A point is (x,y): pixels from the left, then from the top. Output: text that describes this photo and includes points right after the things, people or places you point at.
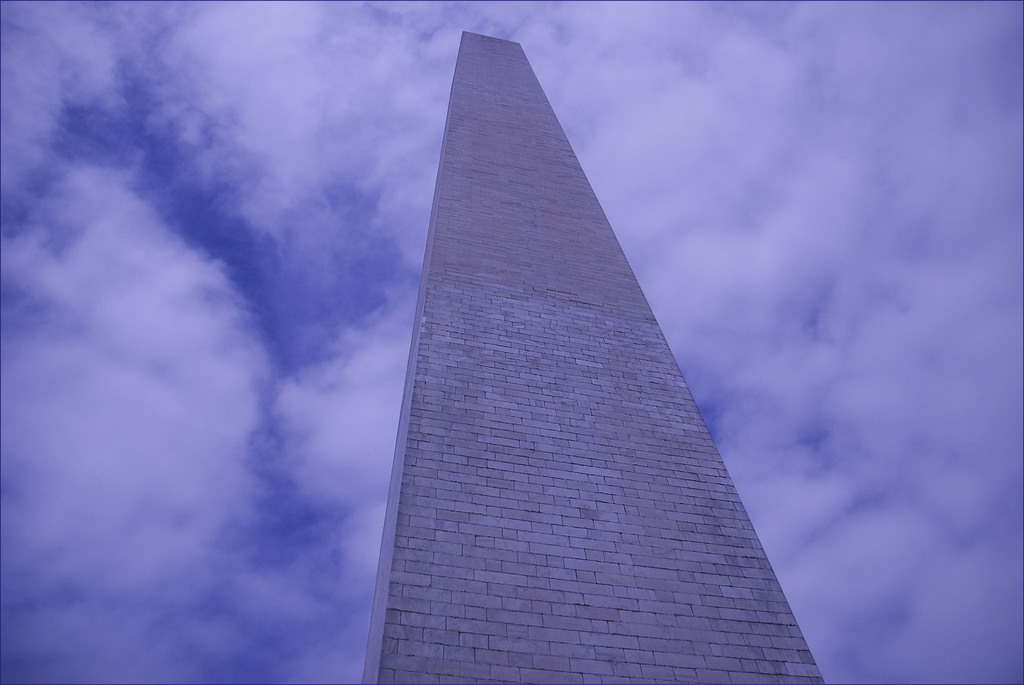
In this image we can see there is a wall (528,332) and in the background (688,307) there is a sky (590,24).
